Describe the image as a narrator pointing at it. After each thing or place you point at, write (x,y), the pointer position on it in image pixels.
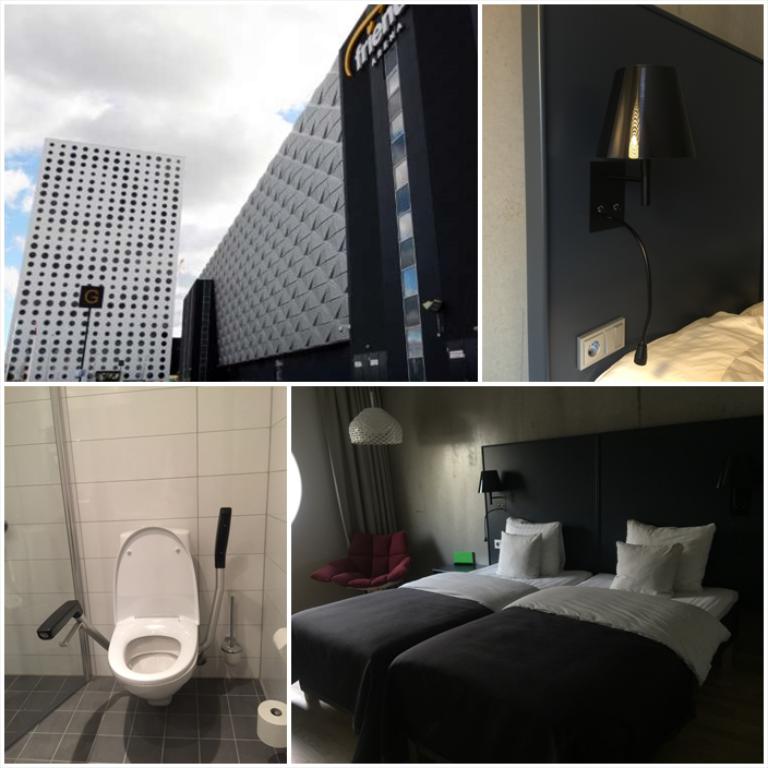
In this image I can see the collage picture in which I can see a lamp (619,169), a grey colored wall (654,174), a switch board (612,328), a bed (579,603), few pillows (510,566) on the bed (605,597), a toilet seat (140,591) which is white in color, a tissue roll (279,730), few buildings (252,299) and the sky (204,82).
